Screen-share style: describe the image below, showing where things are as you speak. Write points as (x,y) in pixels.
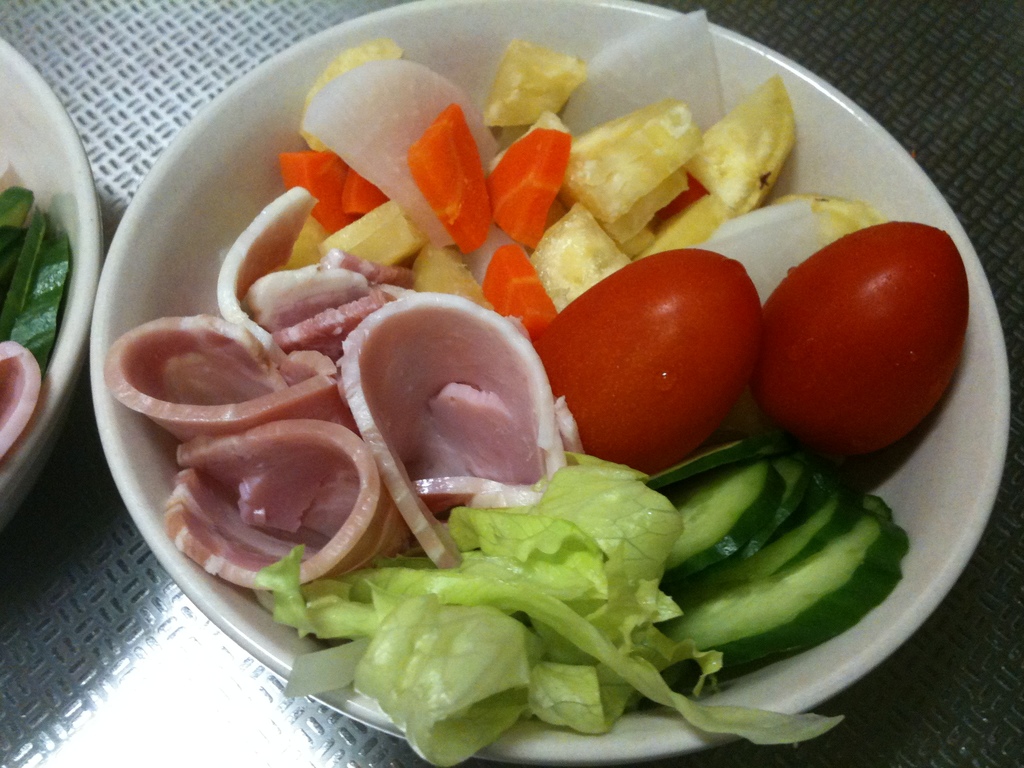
In this image we can see a food item (327,492) in the bowl (245,627), there are carrots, onions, tomatoes (637,367), beside there is a bowl (76,248) on the table (179,38).
